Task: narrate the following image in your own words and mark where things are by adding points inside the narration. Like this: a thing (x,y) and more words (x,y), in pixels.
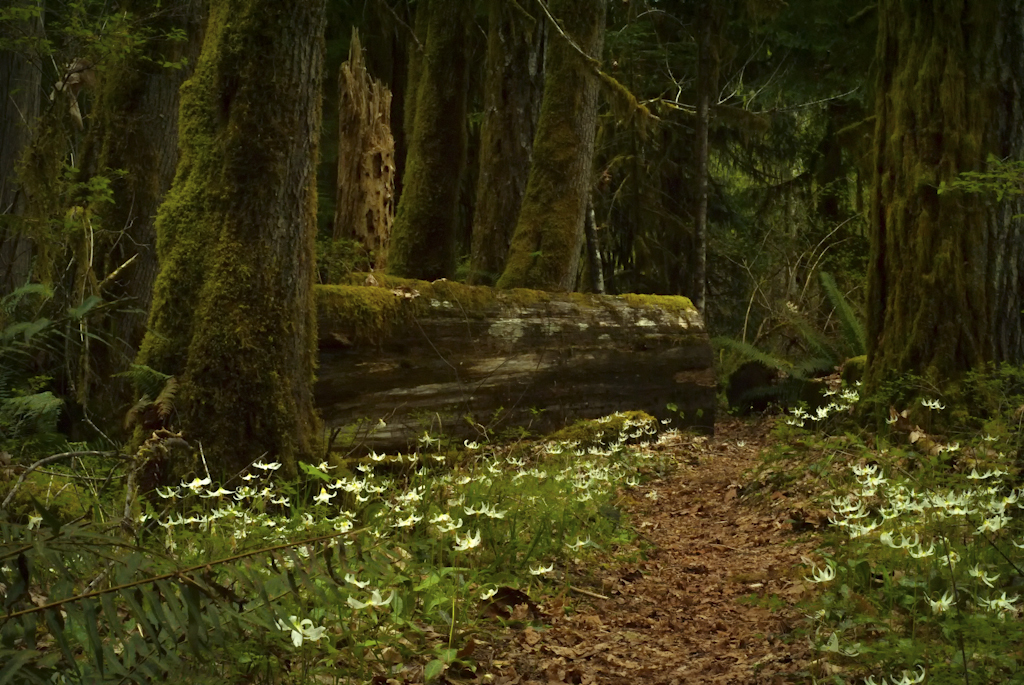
In this picture we can see plants (823,634), flowers (902,496), trees (310,190) and tree trunks (441,261).
